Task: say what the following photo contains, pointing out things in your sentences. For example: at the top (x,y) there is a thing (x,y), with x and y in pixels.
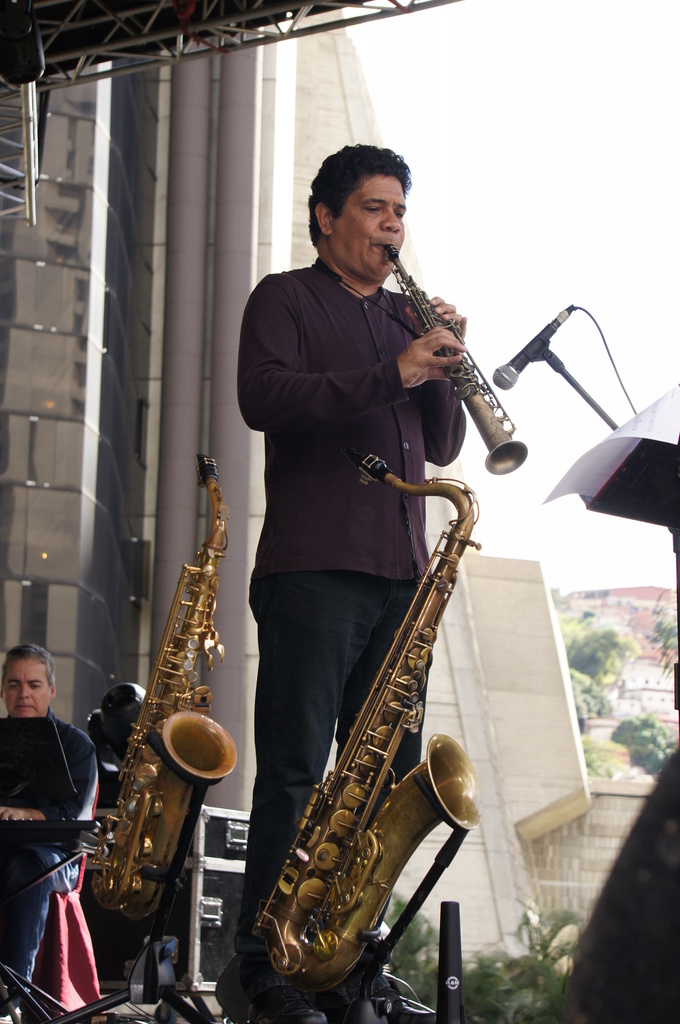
In this picture we can see few people (302,621), in the middle of the given image we can see a Man (350,285), he is playing saxophone (489,423) in front of the microphone (562,316), in the background (547,654) we can find trees (583,654) and buildings (525,682).
